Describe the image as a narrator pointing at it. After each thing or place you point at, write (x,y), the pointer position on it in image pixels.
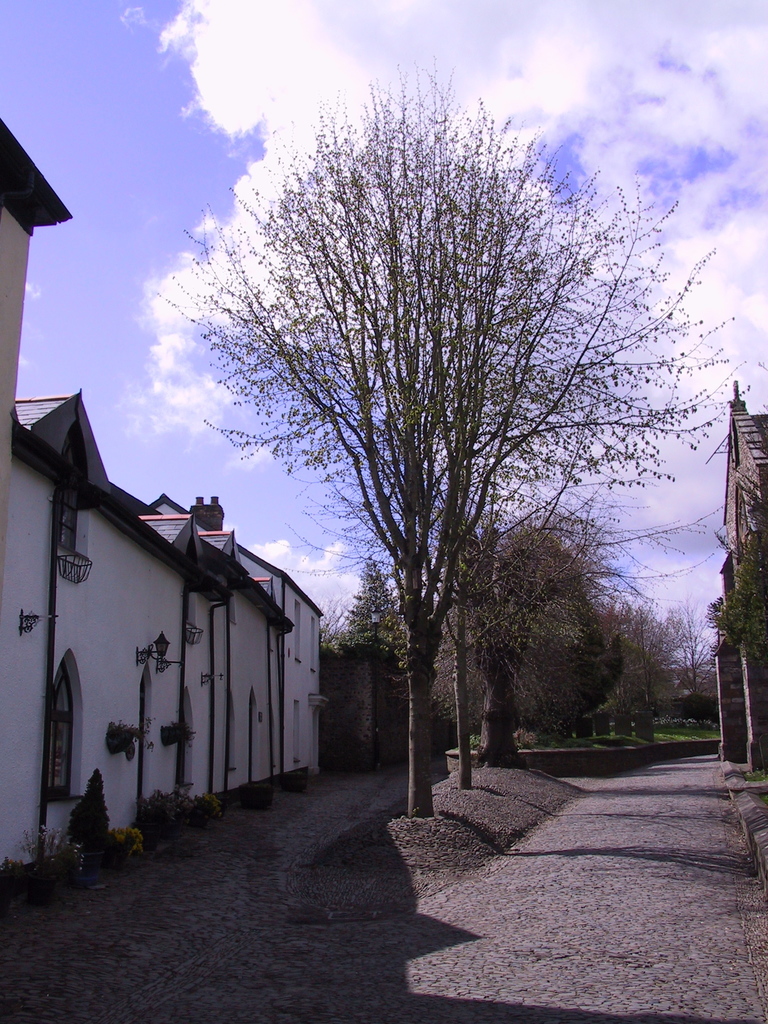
In this image, we can see some trees (479,645). There is a building (78,602) on the left side of the image (78,627). In the background of the image (170,329), there is a sky (278,96).
